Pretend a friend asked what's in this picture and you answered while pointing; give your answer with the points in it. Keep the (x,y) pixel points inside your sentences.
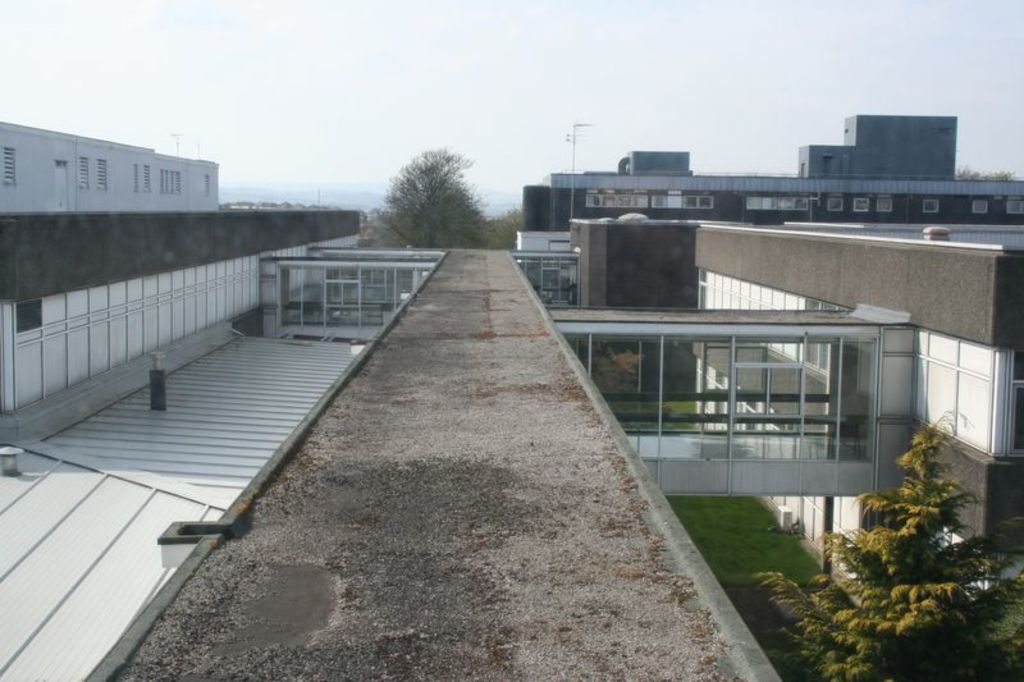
In this image there are buildings (447,392) and trees (856,636) we can see poles (175,134). In the background (321,146) there is sky (516,89).
